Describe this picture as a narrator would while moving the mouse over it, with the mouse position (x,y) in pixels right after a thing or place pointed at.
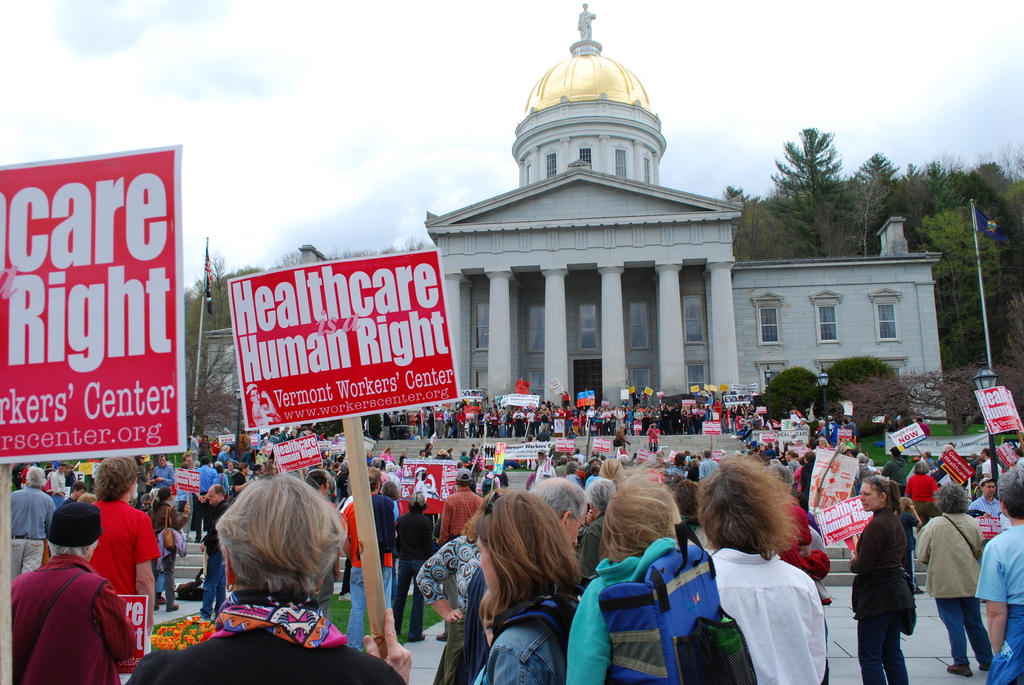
In this image I can see group of people (125,651) standing. In front (257,627) the person (305,571) is wearing black color dress (342,667) and holding the board (337,330) and the board (432,298) is in red color. Background (854,273) I can see the building (591,288) in white color, trees (801,164) in green color and the sky (263,81) is in white color.
